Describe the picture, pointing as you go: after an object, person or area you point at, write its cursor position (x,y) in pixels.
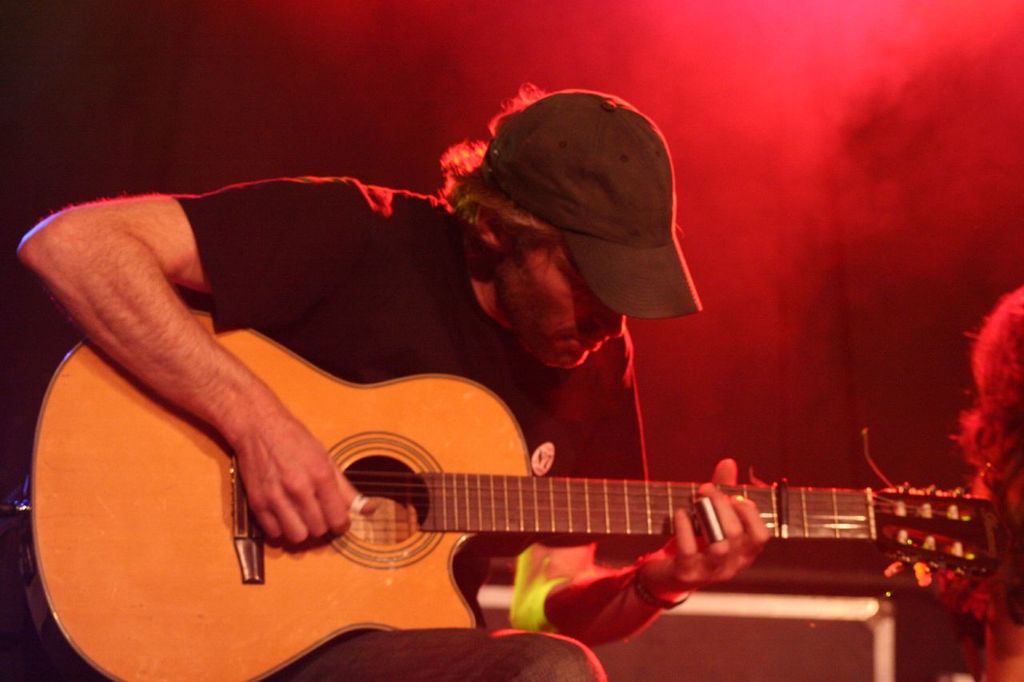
In the picture there is person (383,363) sitting and playing guitar (476,477) there is a red light (729,346) near to him.
